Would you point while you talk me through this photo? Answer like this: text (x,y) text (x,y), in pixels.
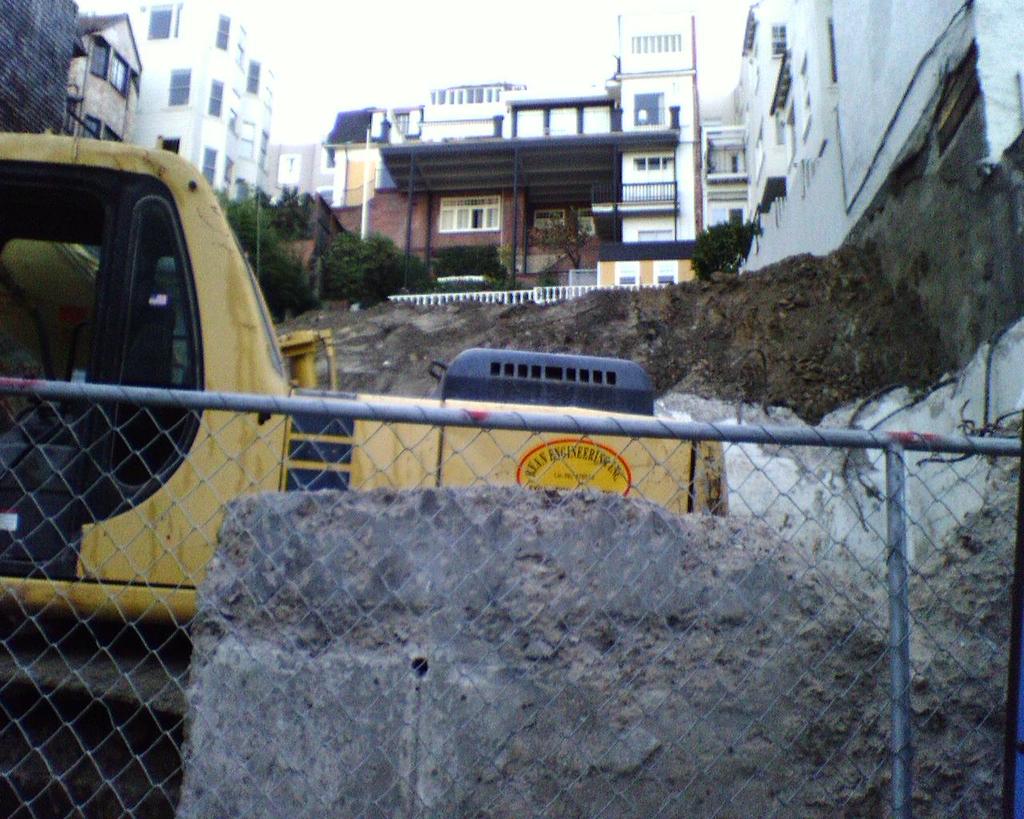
At the bottom of the image (527,665) there is a net fencing (47,700) and a rock (562,716). On the left side (172,465), I can see yellow color vehicle (210,334). On the top of the image (866,119) there are some buildings (421,145) and trees (343,270).
